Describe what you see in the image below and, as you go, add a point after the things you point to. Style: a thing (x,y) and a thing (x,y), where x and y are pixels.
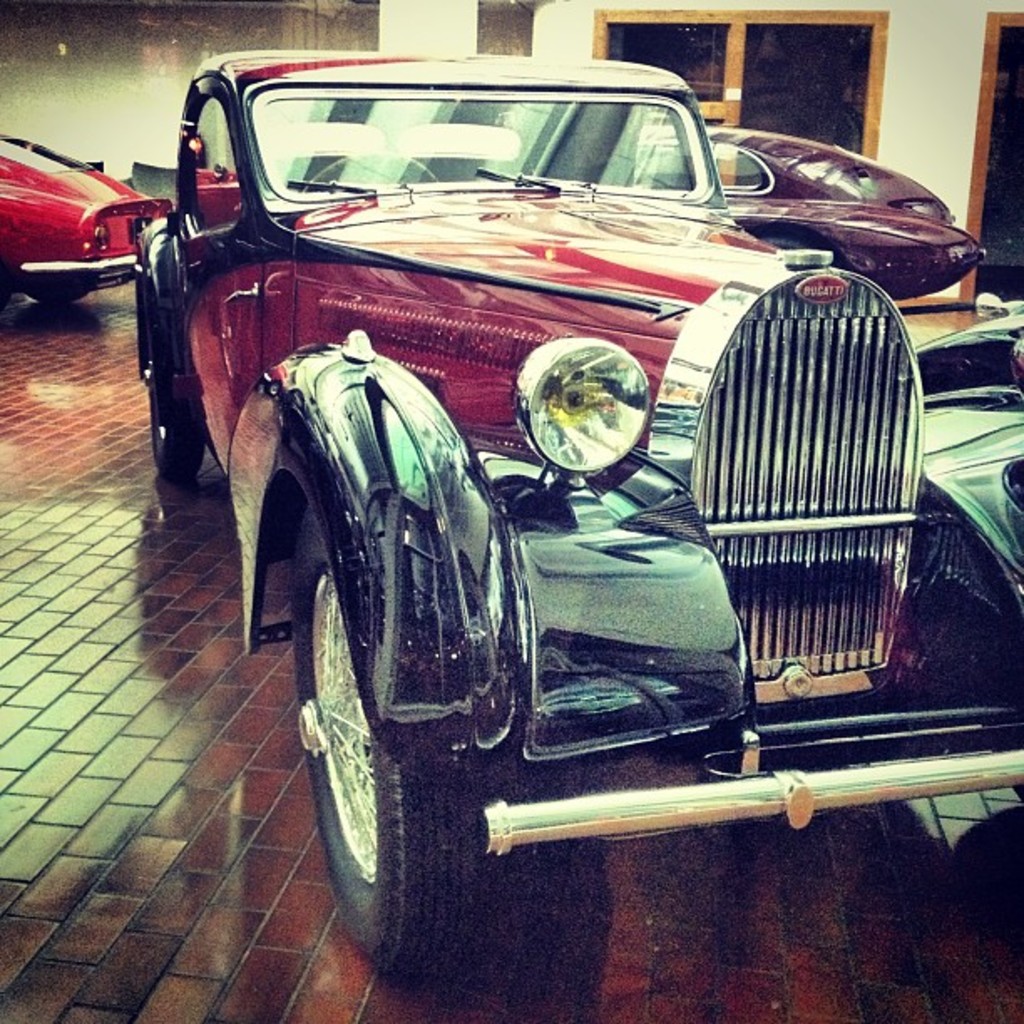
In this image in the center (550,618) there is one vehicle (511,357), and in the background (951,286) there are some vehicles (763,162), window (819,87), wall (144,144). At the bottom (217,856) there is floor (763,858).
